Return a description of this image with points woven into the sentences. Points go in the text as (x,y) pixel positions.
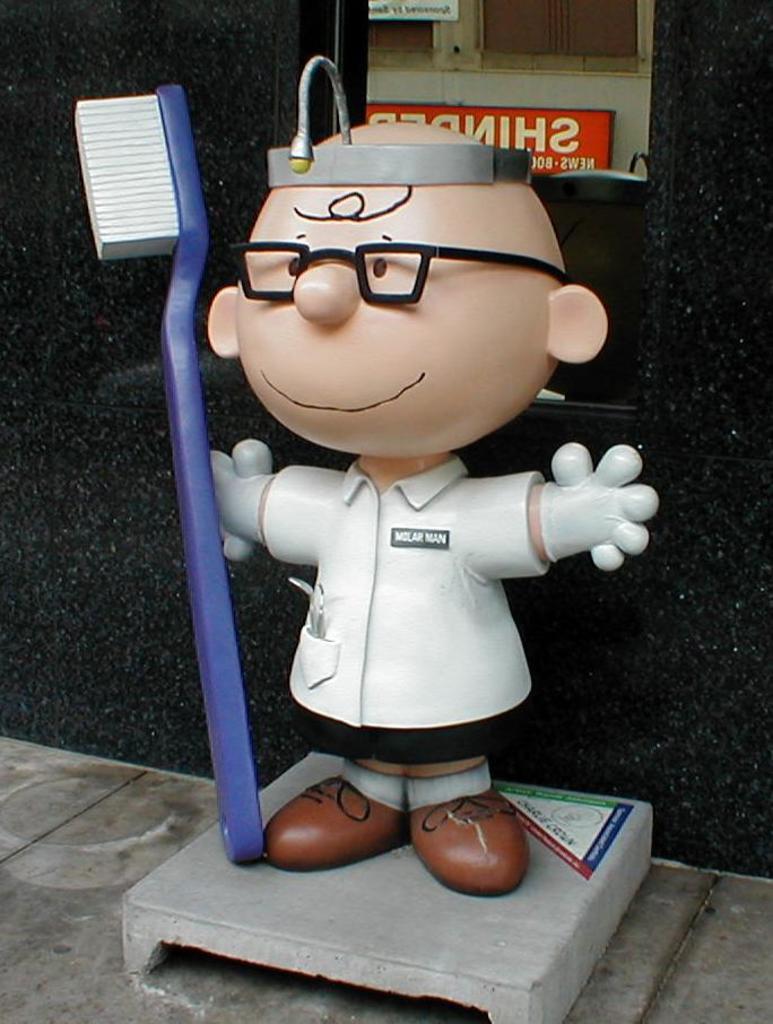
In this picture we can see a statue (233,475) and a brush (198,445) on a grey surface (264,869). We can see a wall (48,353) and a board (402,122) in the background (587,166).
